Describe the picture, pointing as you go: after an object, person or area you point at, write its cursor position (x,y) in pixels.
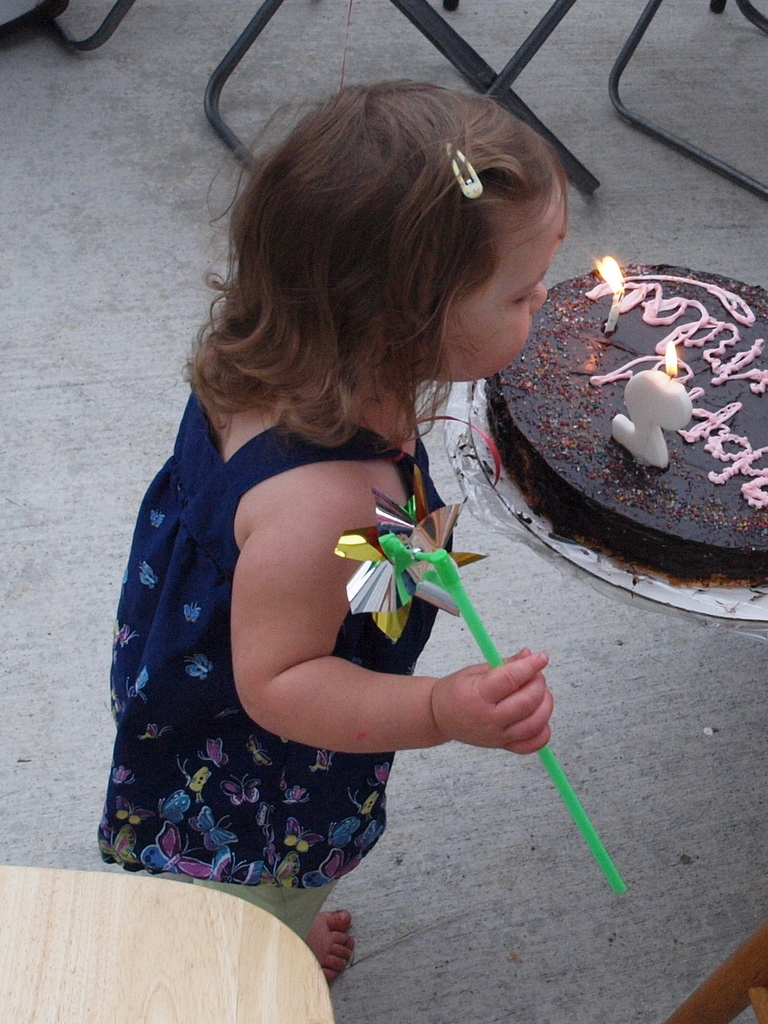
In this image I can see a girl (400,439), cake (648,561) and objects (146,905). Girl (374,421) is holding an object (413,510). In-front of that girl (339,300) there is a cake (740,426) along with candles (664,413).
